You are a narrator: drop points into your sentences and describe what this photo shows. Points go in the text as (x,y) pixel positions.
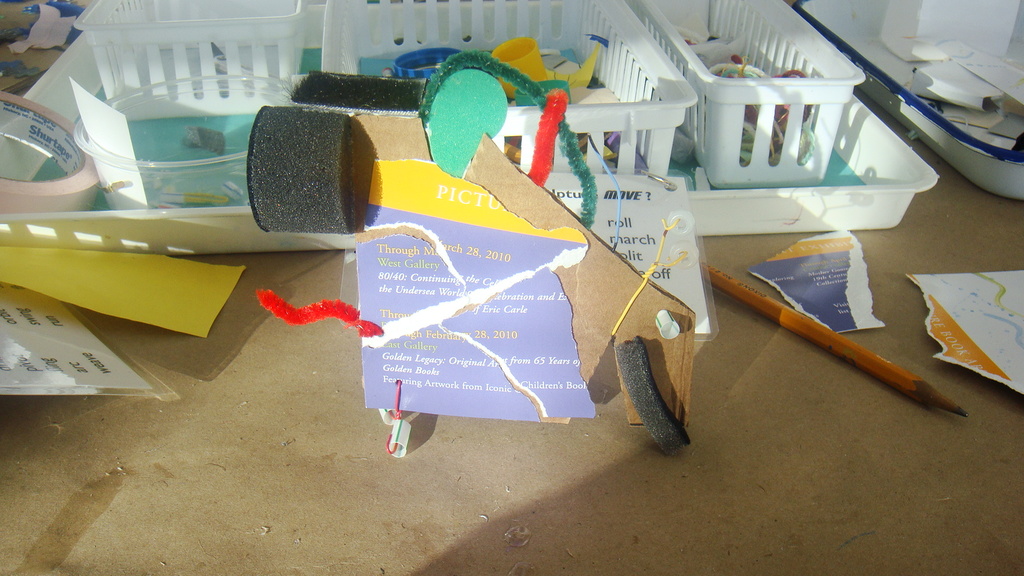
In this image we can see wooden surface (150,562). On the surface (75,464), we can see papers (102,262), cardboard (693,319), pencil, trays (743,189), containers (647,133) and a tape (52,135).
